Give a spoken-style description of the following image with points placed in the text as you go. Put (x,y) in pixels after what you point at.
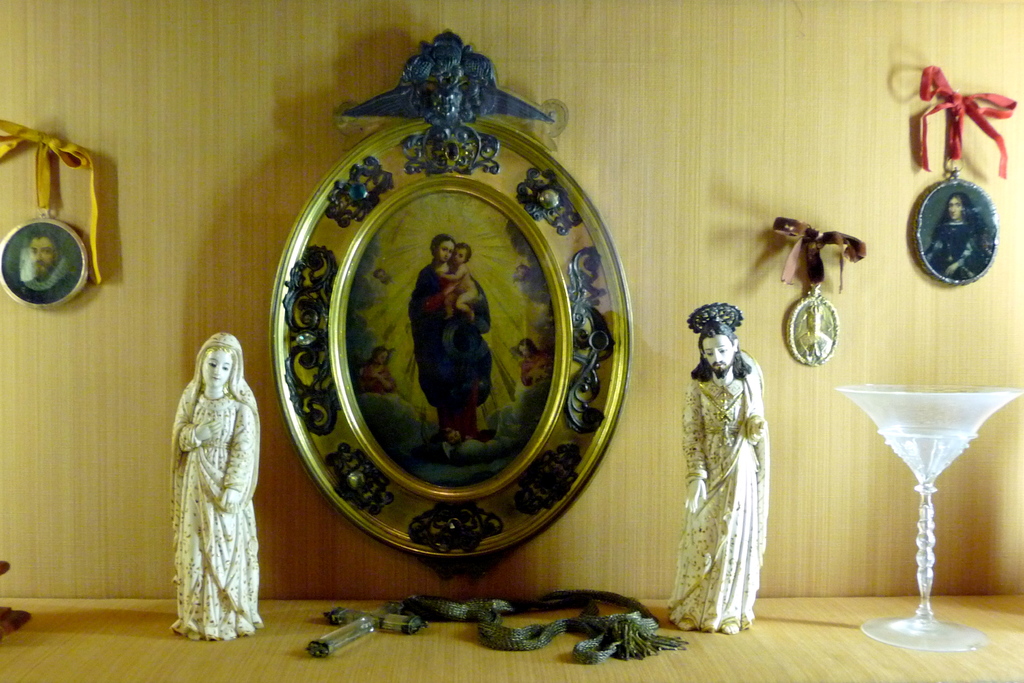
In this image I can see in the middle (364,375) it looks like a photo frame (464,403). There are two statues (692,476) on either side, on the right side (992,401) there is the glass (917,464).
